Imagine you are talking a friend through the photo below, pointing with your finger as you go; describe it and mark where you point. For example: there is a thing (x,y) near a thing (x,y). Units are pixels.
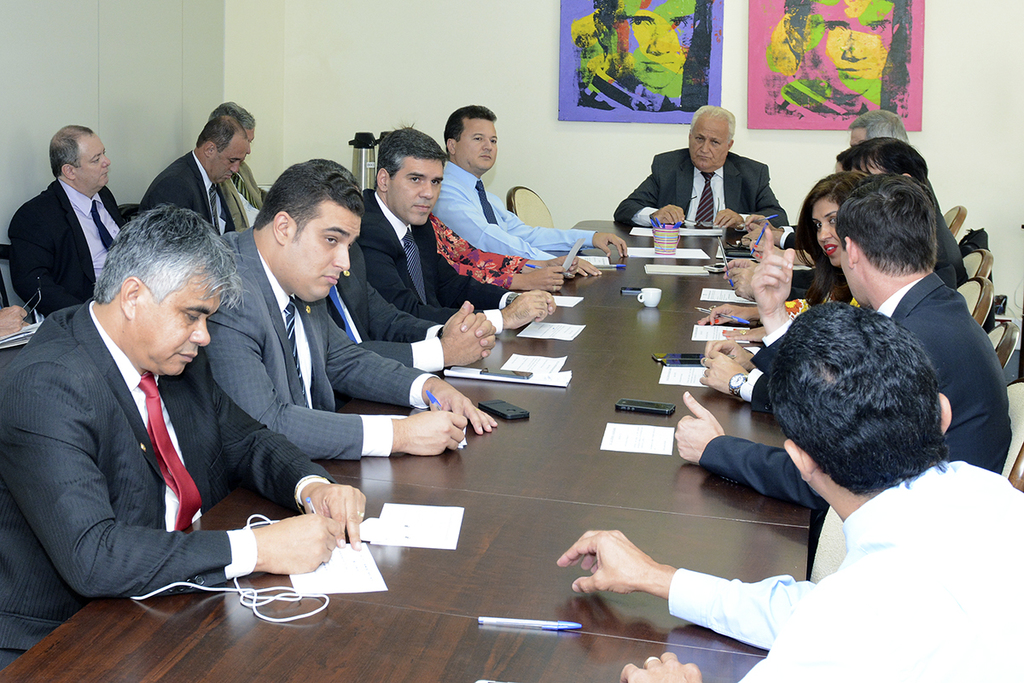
In this image we can see some people (894,608) sitting in a room (700,158) and there is a table (504,637) in front of them and on the table (777,558), we can see some papers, mobile phones (659,409) and other objects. We can see some people (266,356) holding pen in their hands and in the background (618,70), we can see the wall (508,105) with two photo frames (840,58).
